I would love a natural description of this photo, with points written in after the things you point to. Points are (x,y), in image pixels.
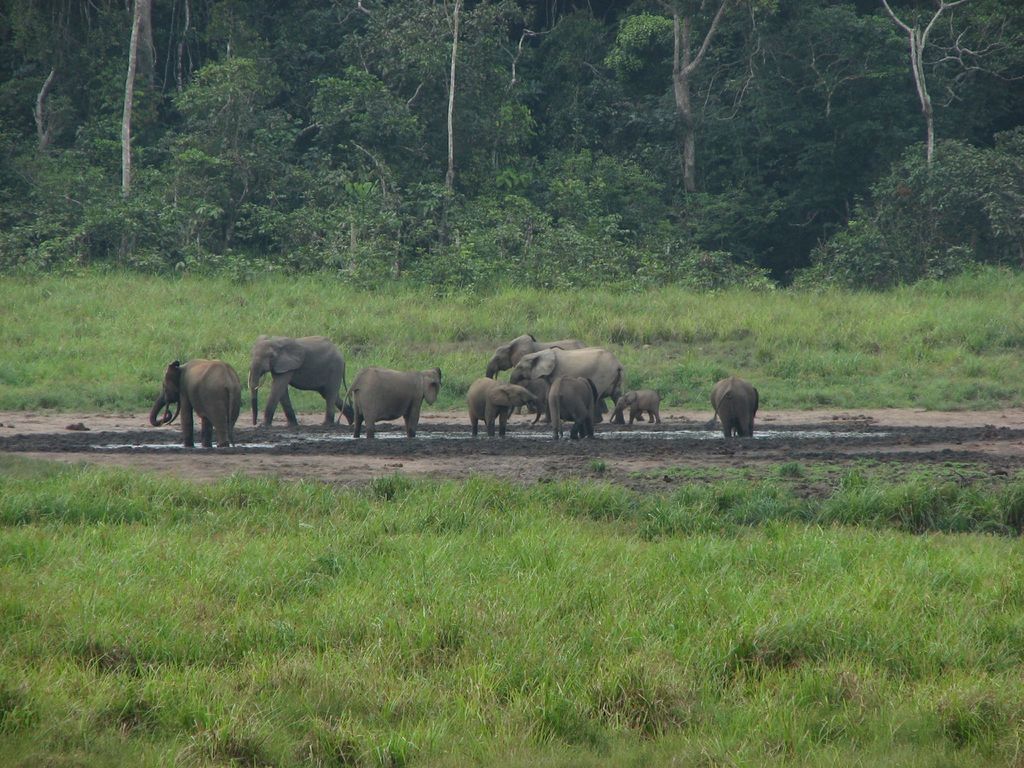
In the image there are few elephants (406,400) standing and walking on the land (391,465) with grass (486,304) on either side of it and in the back (219,174) there are trees (449,202).
